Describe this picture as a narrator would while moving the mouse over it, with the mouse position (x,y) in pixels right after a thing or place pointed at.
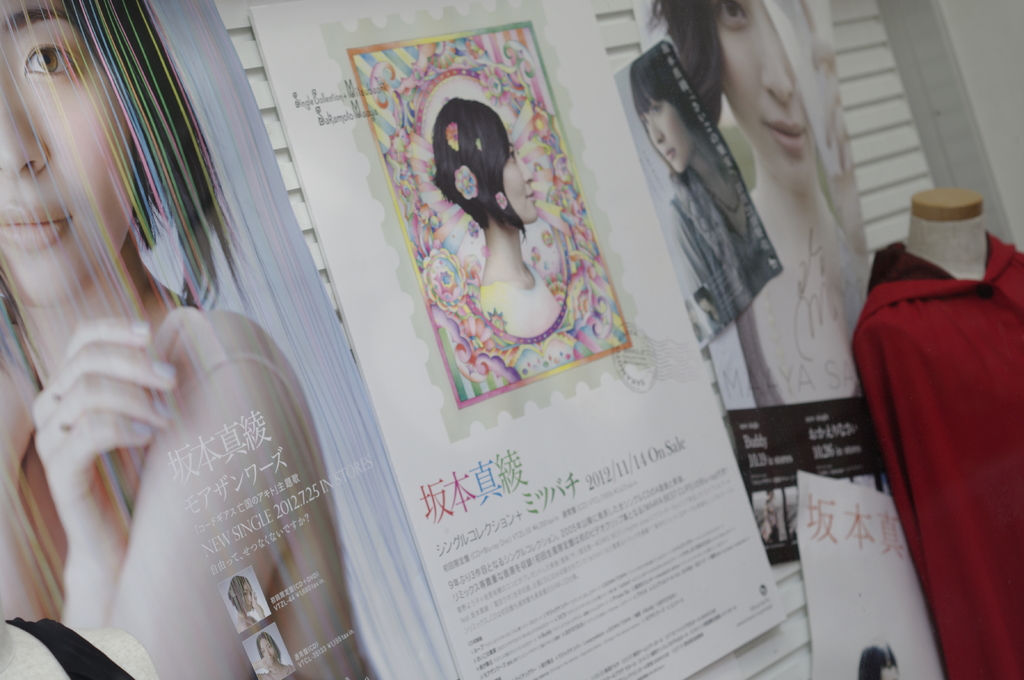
In this image we can see dress (915,286) to the mannequin (942,245) and advertisement boards (513,288) to the walls (867,165).
